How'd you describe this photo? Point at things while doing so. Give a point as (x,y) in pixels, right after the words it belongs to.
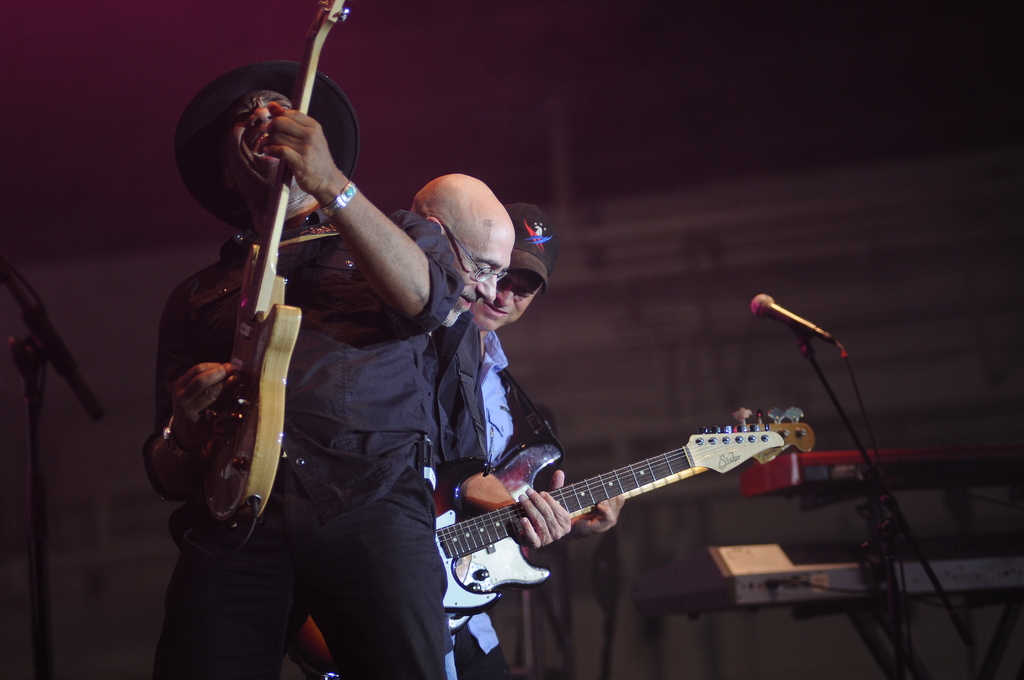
In this image, I can see three people (451,451) standing and playing the guitars (515,518). On the right side of the image (806,570), I can see a mike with the mike stand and few other musical instruments (754,559). The background (121,244) looks blurry. On the left side of the image (39,547), It looks like a mike stand (34,428).
